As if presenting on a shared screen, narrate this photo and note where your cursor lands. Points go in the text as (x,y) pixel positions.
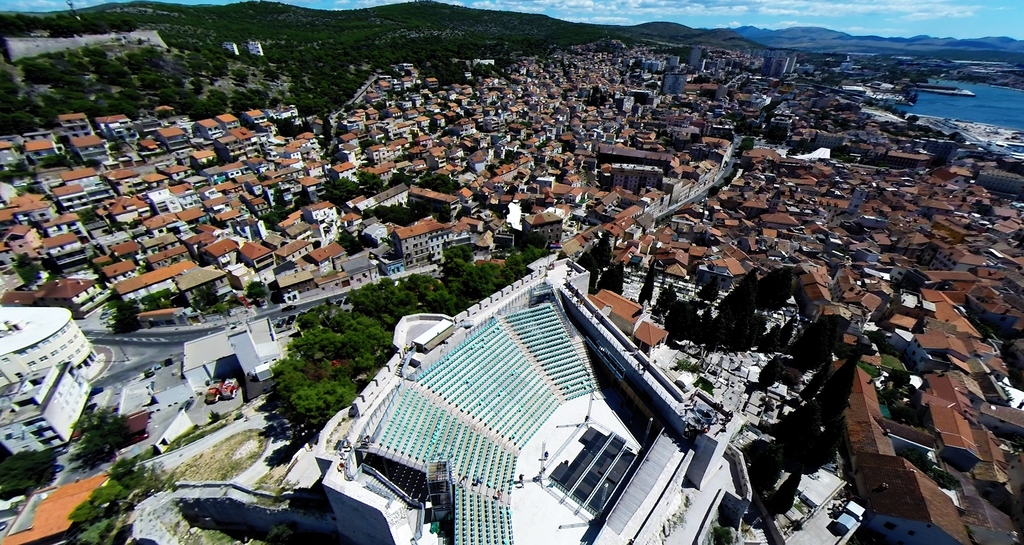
This is an aerial view where we can see city (514,280) with buildings (577,192), trees (510,276), and roads (217,325). In the background (331,28), we can see mountains (999,38), sky (913,21), cloud (879,10), and the water (992,88).
